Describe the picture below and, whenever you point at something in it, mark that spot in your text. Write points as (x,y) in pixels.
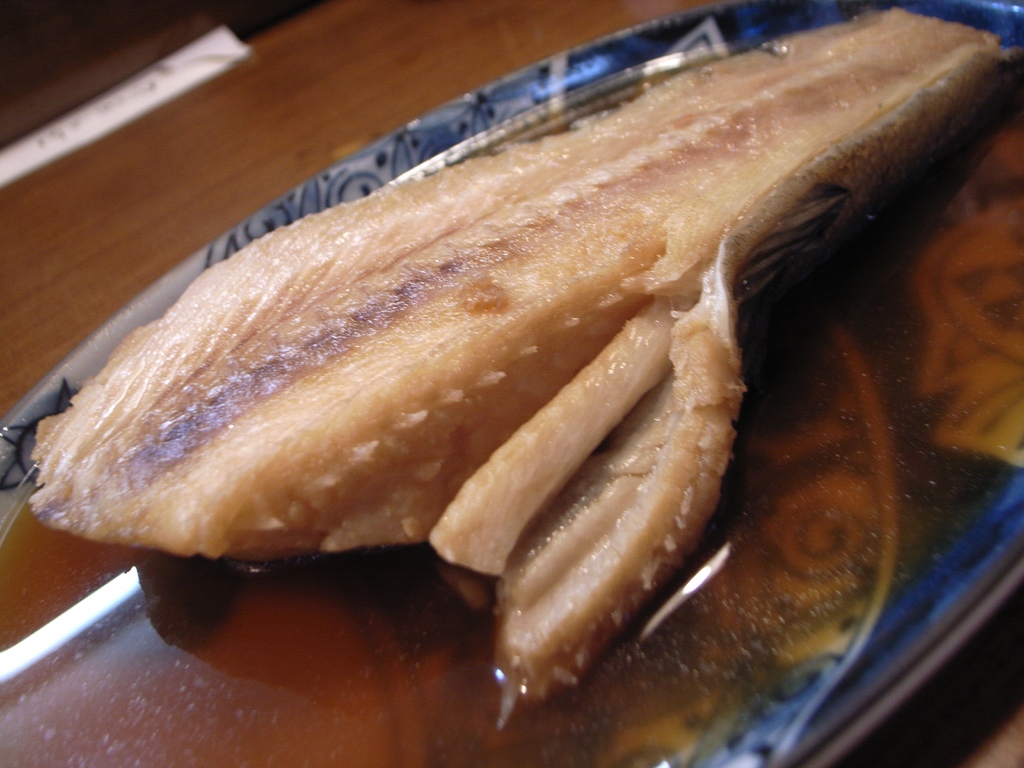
There is an edible (379,343) and soup (377,631) placed on a plate (553,95).
